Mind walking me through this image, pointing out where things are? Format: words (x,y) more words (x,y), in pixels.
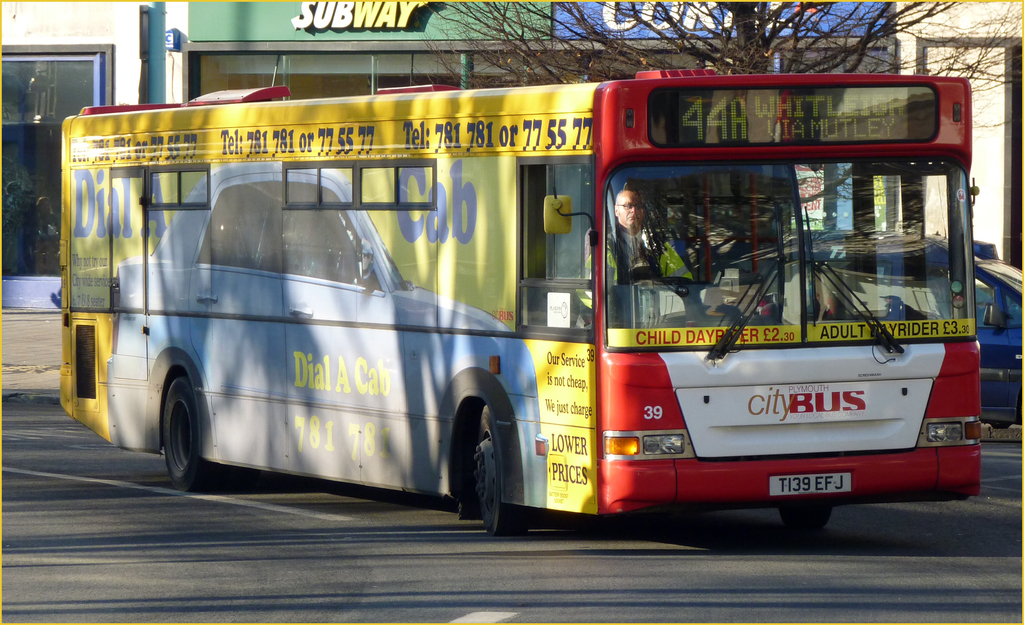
In this image we can see a bus (408,221) moving on the road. A person (617,270) is driving a bus (621,415). There is a tree (696,16) at the right top most of the image (708,40).
